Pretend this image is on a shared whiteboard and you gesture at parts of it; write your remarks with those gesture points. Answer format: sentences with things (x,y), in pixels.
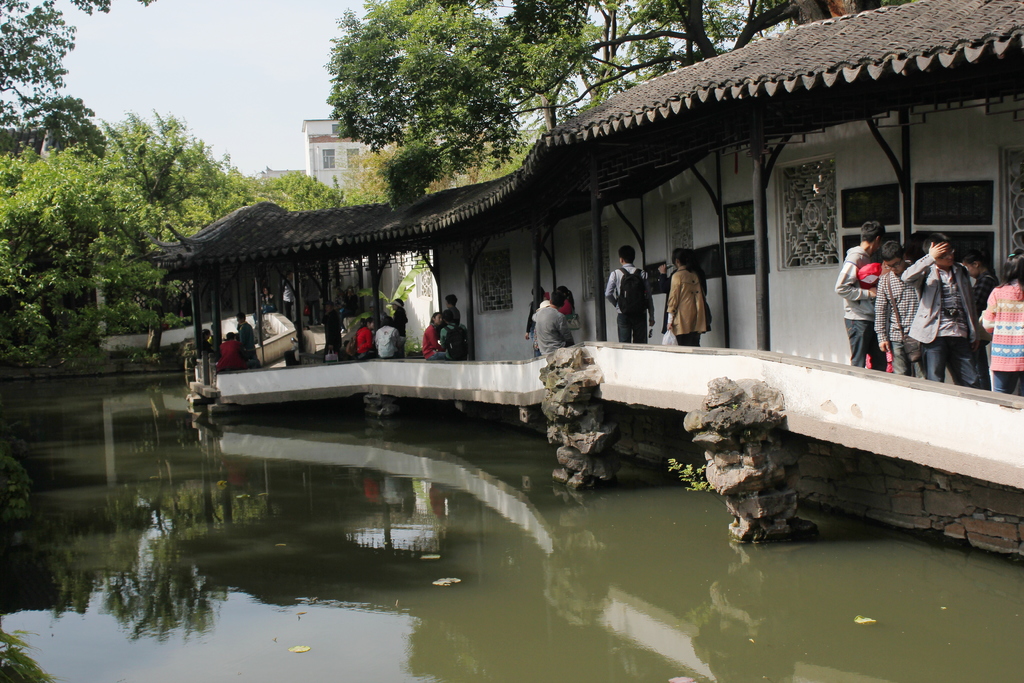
In the picture I can see few persons (889,291) in the right corner (860,353) and there is water (124,408) beside them and there are trees (477,135) and a building (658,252) in the background (440,65).
